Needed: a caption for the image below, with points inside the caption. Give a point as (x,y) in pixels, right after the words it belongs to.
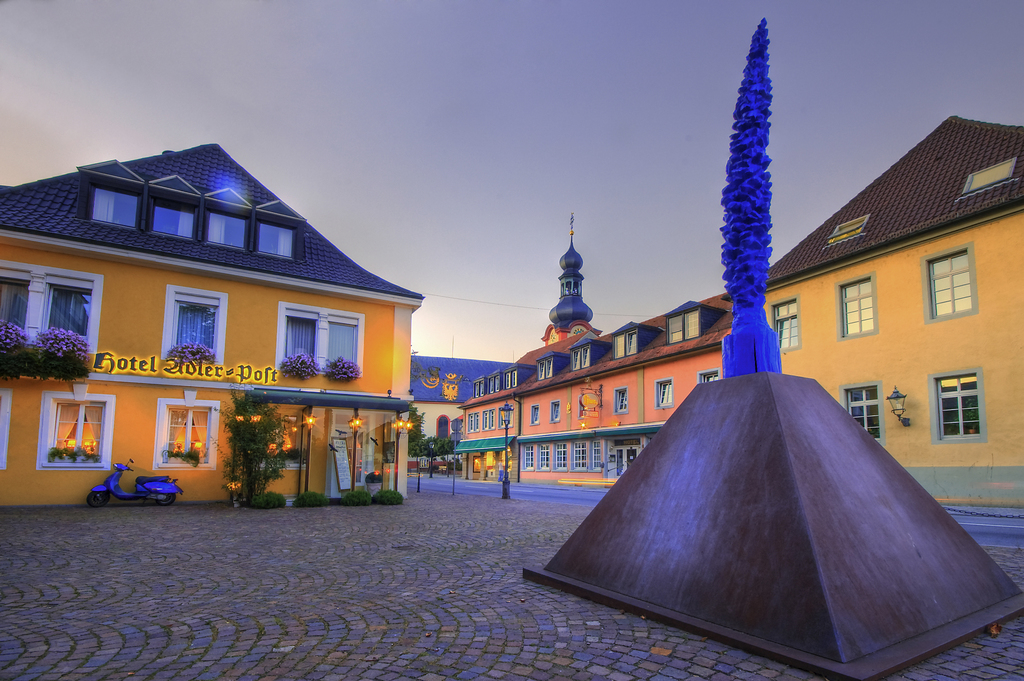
In this picture we can see an object (632,610) on the ground (571,617), here we can see buildings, lights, electric poles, plants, trees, motorcycle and some objects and we can see sky (690,174) in the background (699,185).
